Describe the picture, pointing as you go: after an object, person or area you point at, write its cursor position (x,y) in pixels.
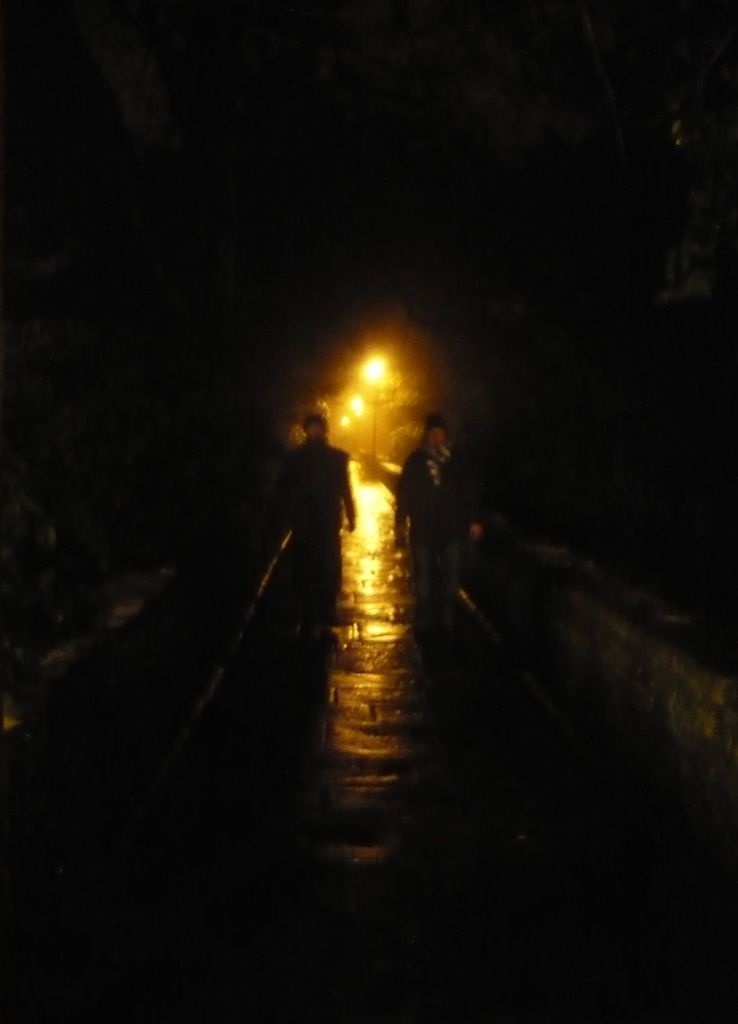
In this image I can see two persons (456,566) walking, background I can see few light poles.
